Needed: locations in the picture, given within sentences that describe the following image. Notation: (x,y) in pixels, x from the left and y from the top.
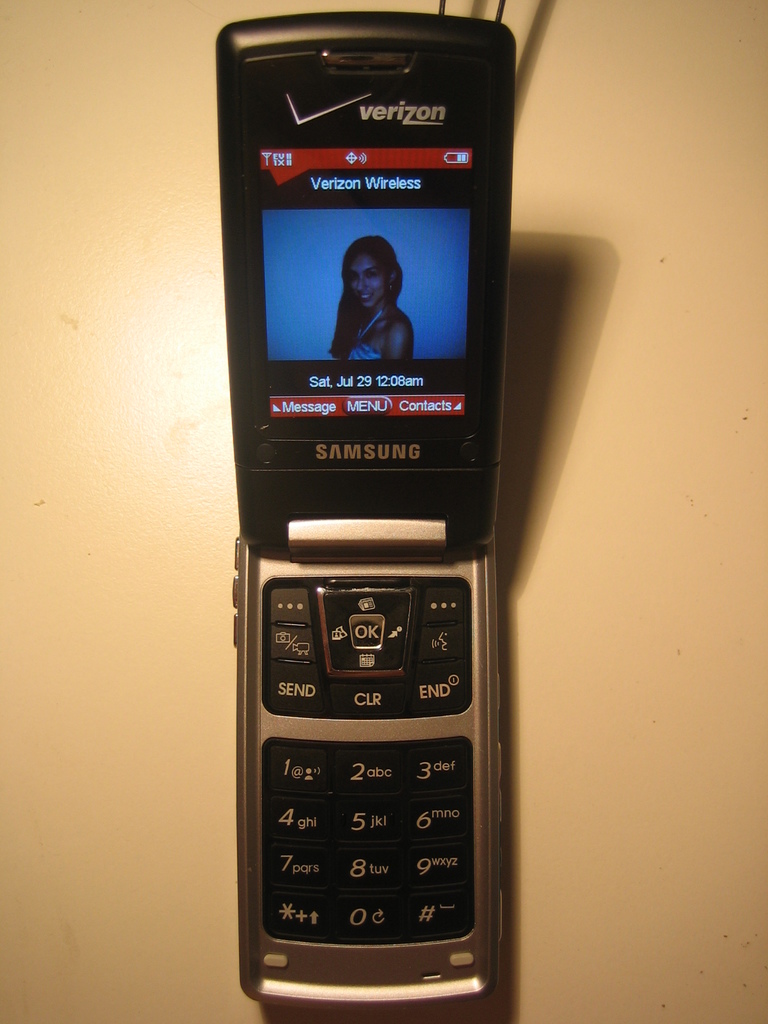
In the center of this picture (319,349) we can see a mobile phone (417,736) and we can see the text (417,383), numbers (400,376) and a picture of a woman (371,276) on the display of the mobile phone (389,195). In the background (615,189) we can see an object (610,573) which seems to be the table (156,352).
